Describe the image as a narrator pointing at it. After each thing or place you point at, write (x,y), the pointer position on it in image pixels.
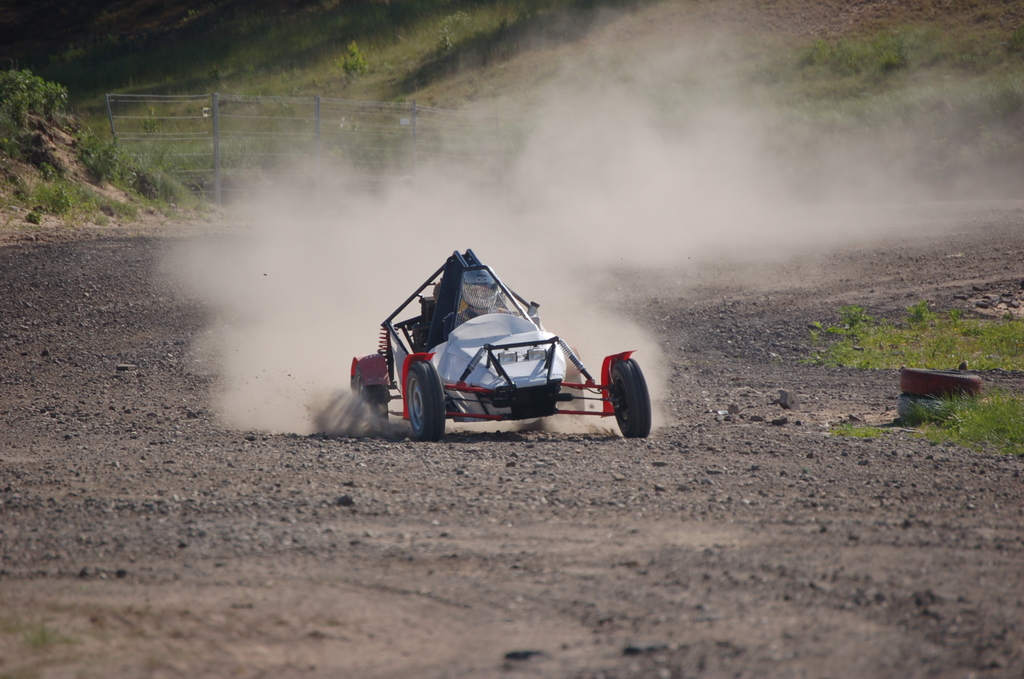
In this picture I can observe a vehicle (415,398) on the ground (463,422) in the middle of the picture (441,369). In the background (200,115) I can observe fence (246,139) and some grass (390,99) on the ground (492,84).
